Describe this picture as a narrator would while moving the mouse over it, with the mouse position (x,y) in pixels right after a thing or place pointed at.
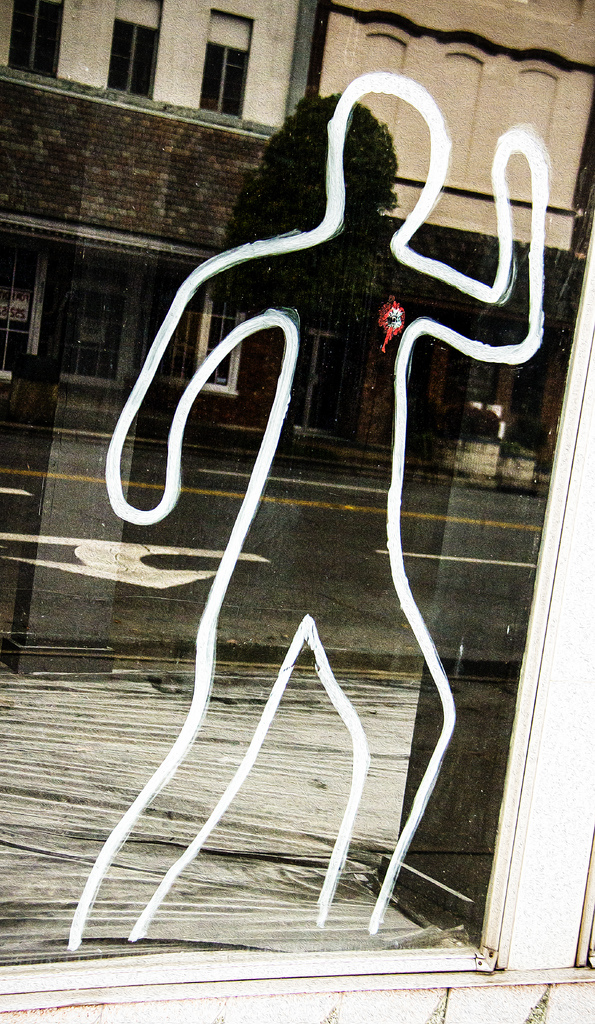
In this image we can see a mirror (469,835) in the middle (362,624) and from this mirror (368,638), we can see road (321,517), trees (267,291) and a building (213,179).
